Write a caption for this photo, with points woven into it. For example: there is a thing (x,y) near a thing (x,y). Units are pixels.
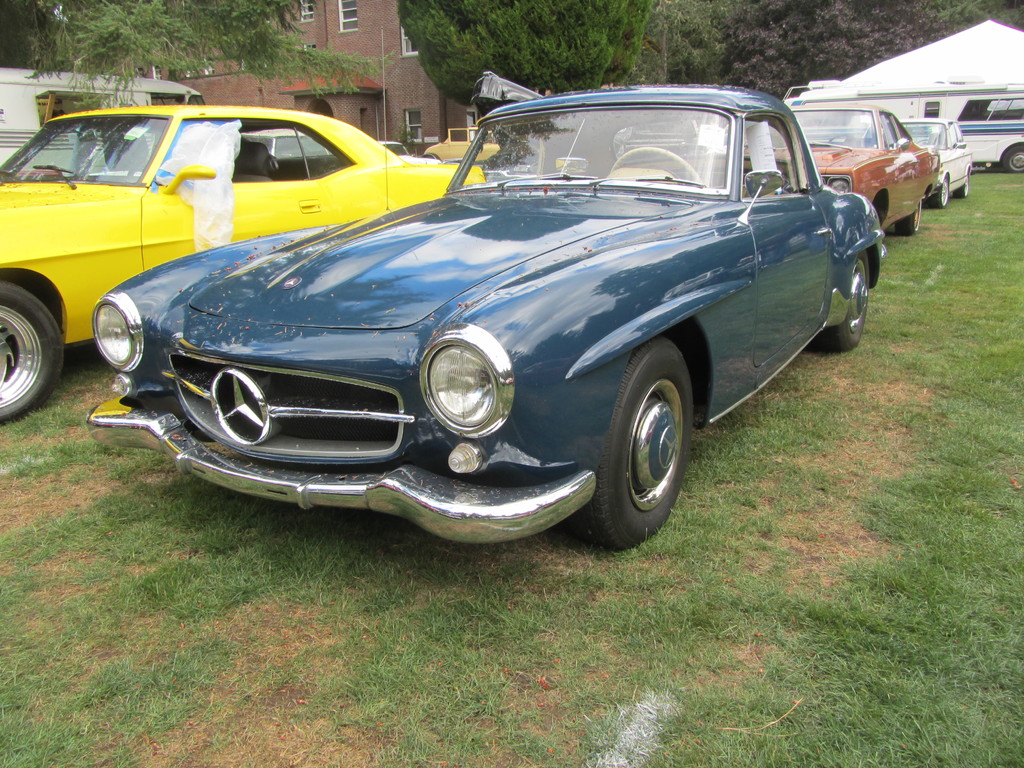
In this image we can see vehicles (661,319). In the background (299,85) there is a building (368,35), trees (680,38) and a tent (879,65). At the bottom (410,638) there is grass (336,620).
